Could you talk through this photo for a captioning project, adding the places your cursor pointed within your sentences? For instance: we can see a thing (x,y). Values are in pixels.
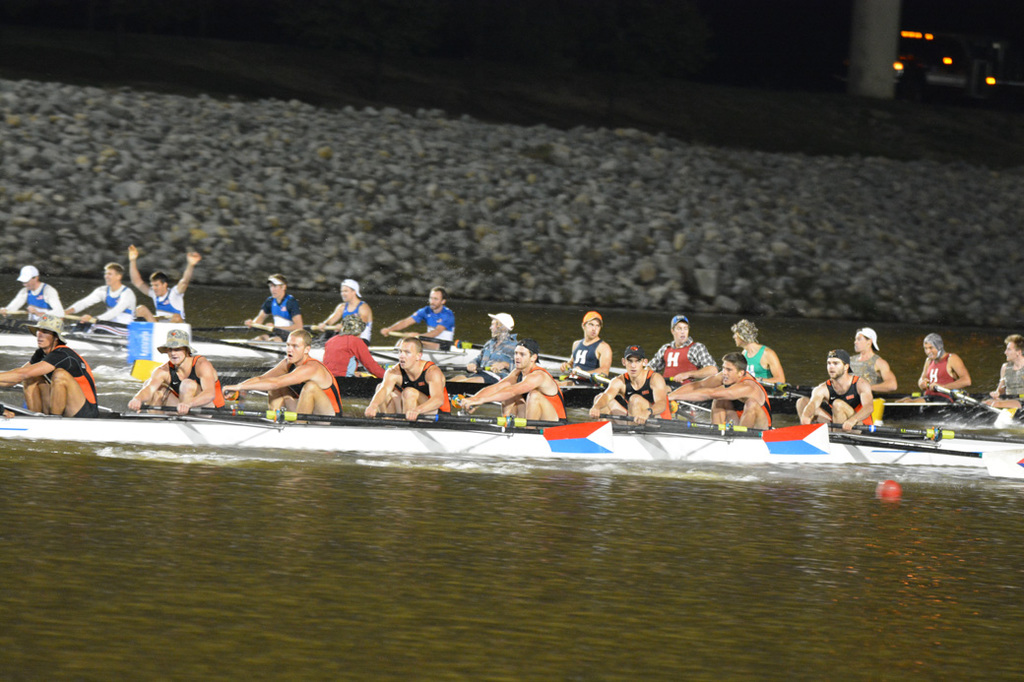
In this picture we can see a few people (493,343) holding paddles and sitting on the boat (977,410). These boats (221,427) are visible in the water (507,513). We can see a few stones (525,232) and a few lights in the background (895,70). The background (891,57) is dark.
